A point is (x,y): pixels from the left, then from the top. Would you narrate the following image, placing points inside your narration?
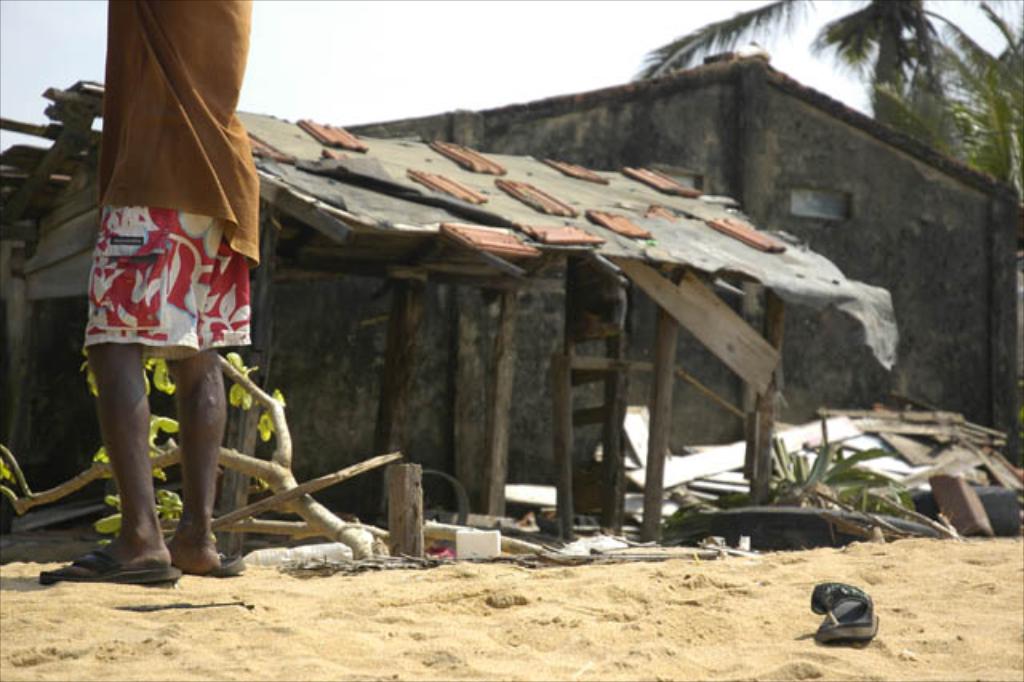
There is a person (168,260) in the image. There is a wooden house (635,278). There is sand (558,616). There is a slipper (822,637) at bottom of the image (832,610).
